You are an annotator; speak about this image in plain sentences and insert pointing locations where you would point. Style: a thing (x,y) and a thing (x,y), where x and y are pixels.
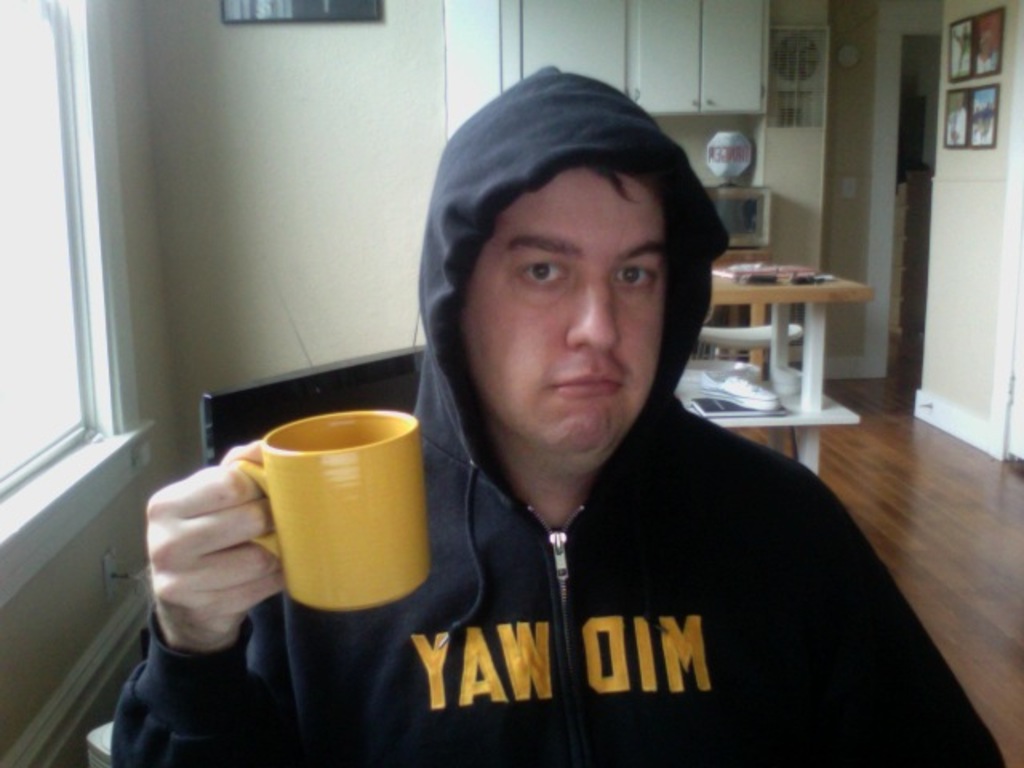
This picture shows a man (655,379) wearing a hoodie (511,590), holding a cup (380,499) in his hand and sitting in the chair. In the background (784,421) there is a table cupboard (672,45) and a wall (316,169) here to which some photographs (282,7) were attached.
